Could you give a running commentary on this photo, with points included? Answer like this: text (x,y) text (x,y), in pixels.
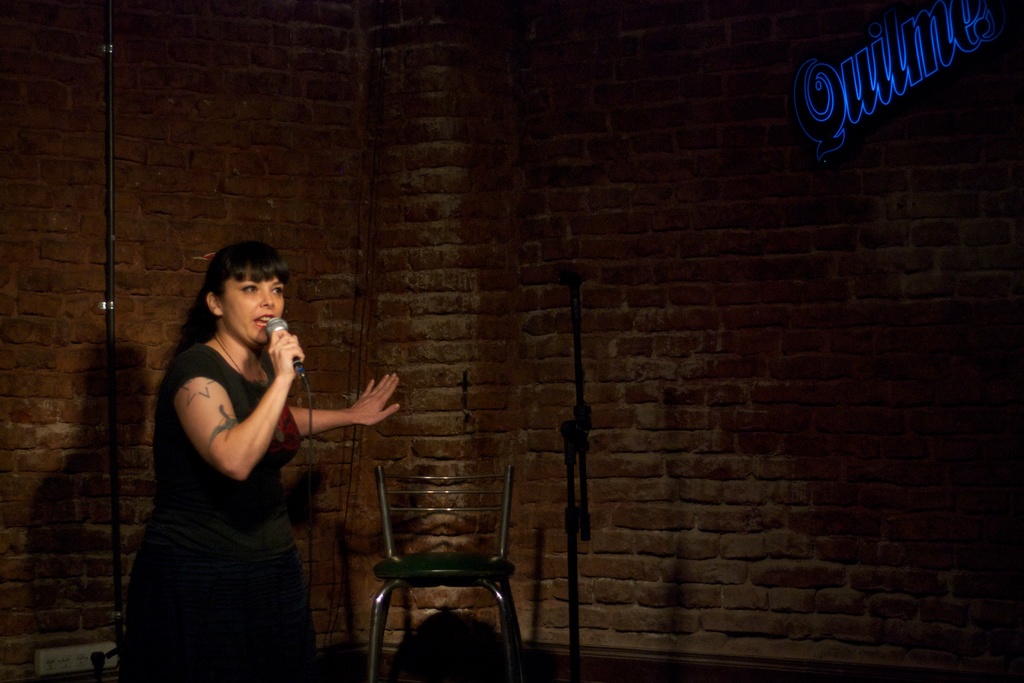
In this picture there is a lady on the left side of the image (263,537), by holding a mic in her hand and there is a chair (388,556) in the center of the image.
